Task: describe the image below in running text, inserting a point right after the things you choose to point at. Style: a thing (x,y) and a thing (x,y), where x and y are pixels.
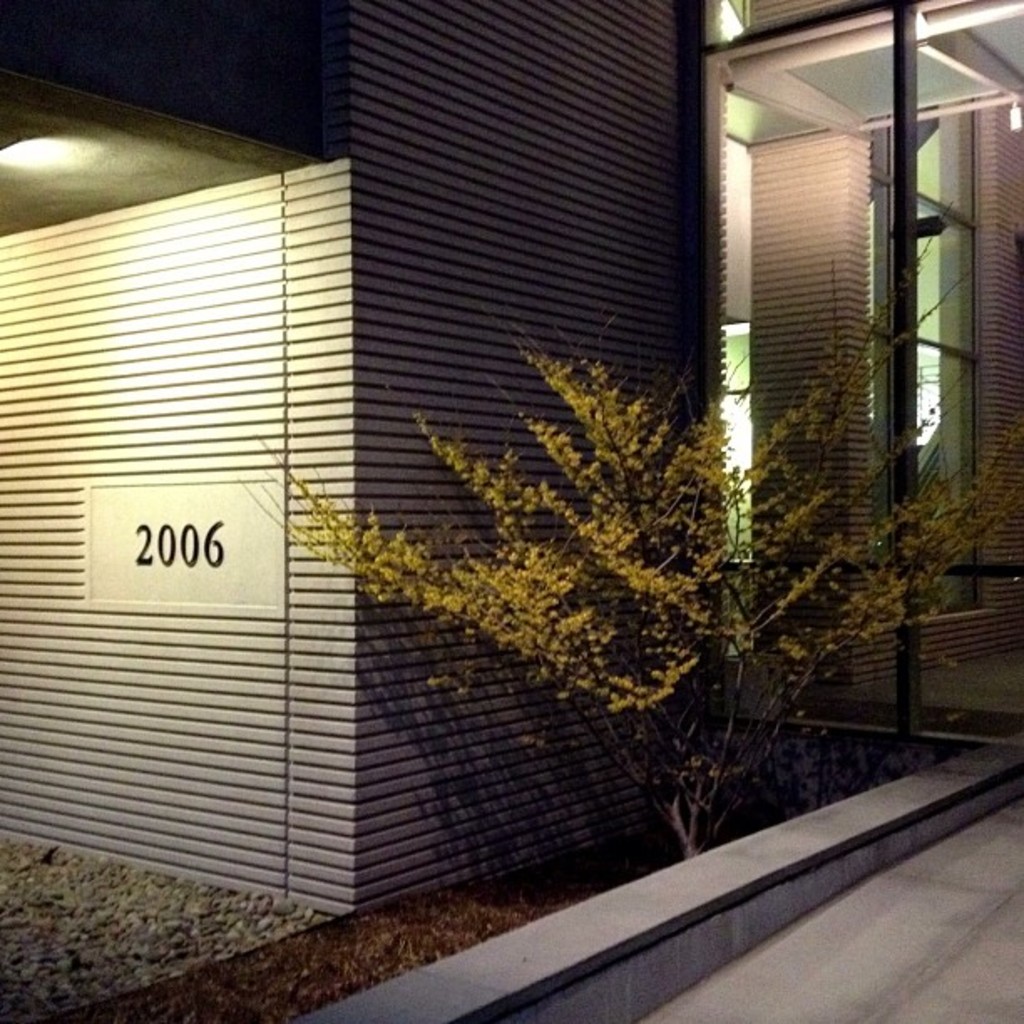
On the right side (812,422) it is a plant (647,584) and this is the glass wall (872,249). On the left side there is a light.
